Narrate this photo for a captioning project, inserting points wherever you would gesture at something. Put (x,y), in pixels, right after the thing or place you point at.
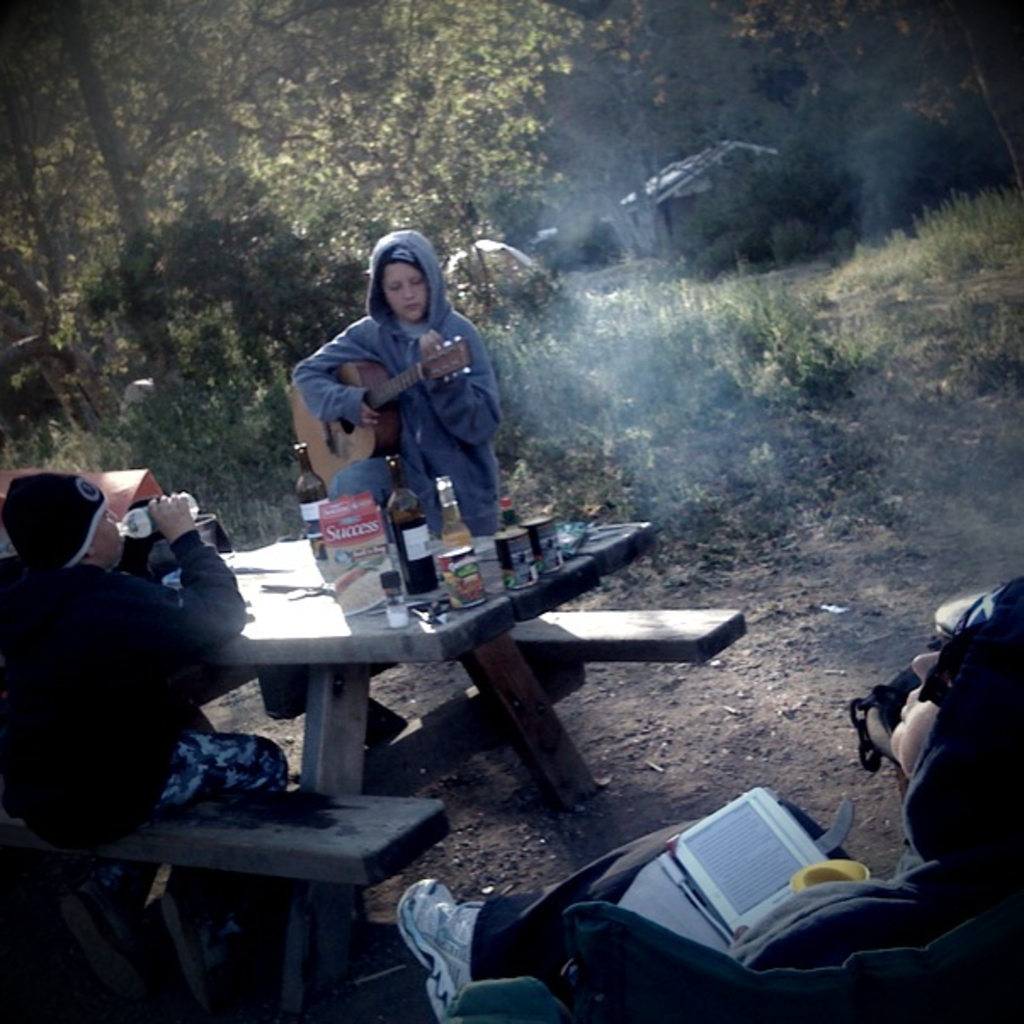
In this image we can see group of persons (189,526), here a boy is standing, and holding a guitar (358,435) in the hands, in front (7,832) here is the table (483,683), and there are wine bottles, and some other objects (469,572) on it, here a boy (47,648) is sitting and drinking water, there are the trees (687,40).
